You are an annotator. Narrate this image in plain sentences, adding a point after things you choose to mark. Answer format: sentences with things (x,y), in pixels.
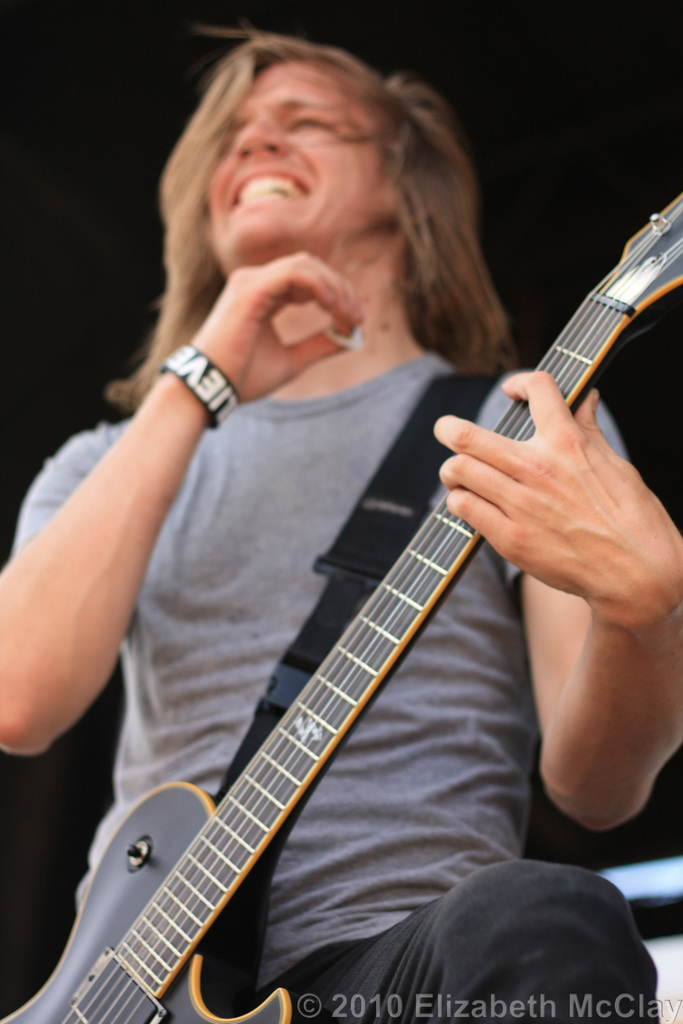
In this picture we can see man (323,147) holding guitar (101,962) in his hand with strap (302,632) and he is smiling and in background (482,194) it is dark.
